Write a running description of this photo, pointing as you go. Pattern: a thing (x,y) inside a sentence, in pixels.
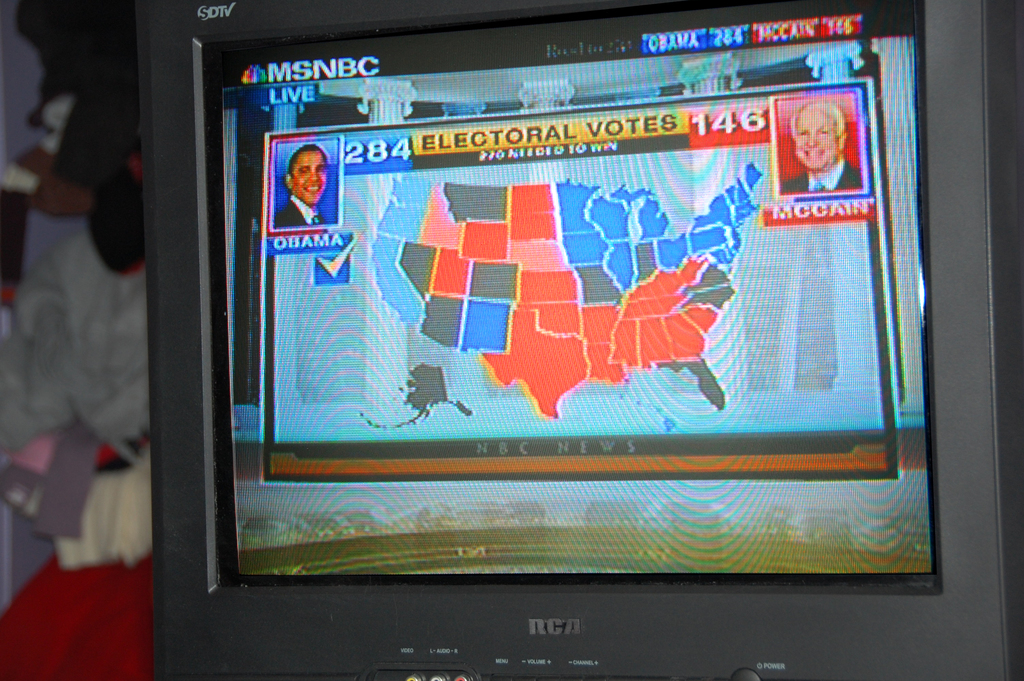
We can see screen (403,212), in this screen (370,439) we can see people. In the background (119,324) it is blur.
